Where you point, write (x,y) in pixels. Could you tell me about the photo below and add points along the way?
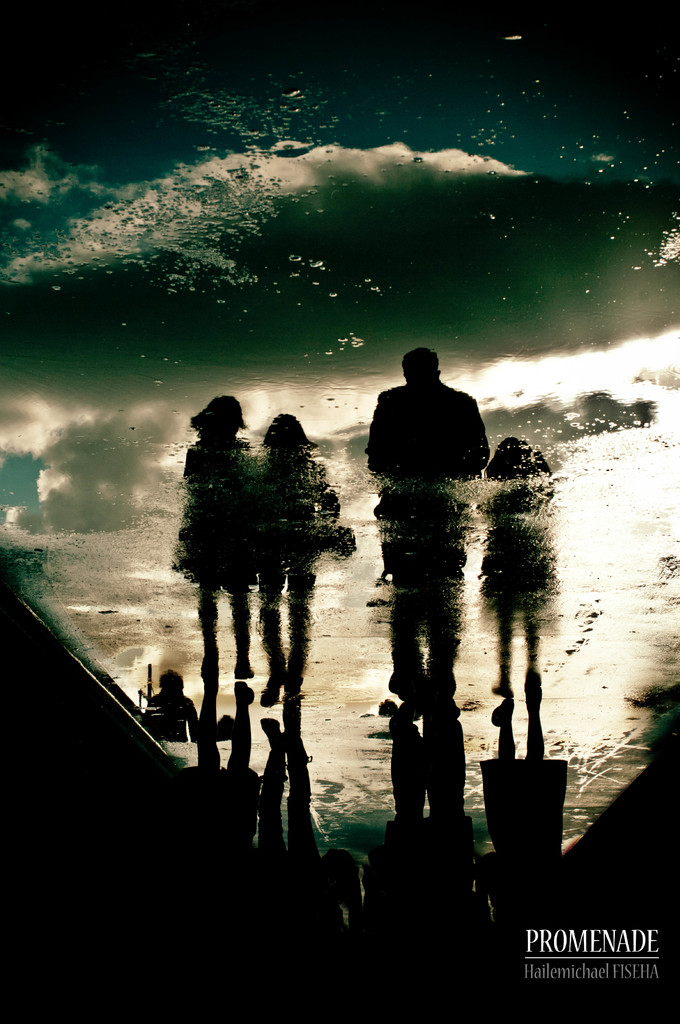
The image is looking like a poster. In the center of the picture (270,459) we can see few persons (434,427) walking. At the bottom (182,786) we can see their reflection (346,859). At the bottom (592,936) towards right (566,952) we can see text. At the top (268,225) there are clouds (223,186).
